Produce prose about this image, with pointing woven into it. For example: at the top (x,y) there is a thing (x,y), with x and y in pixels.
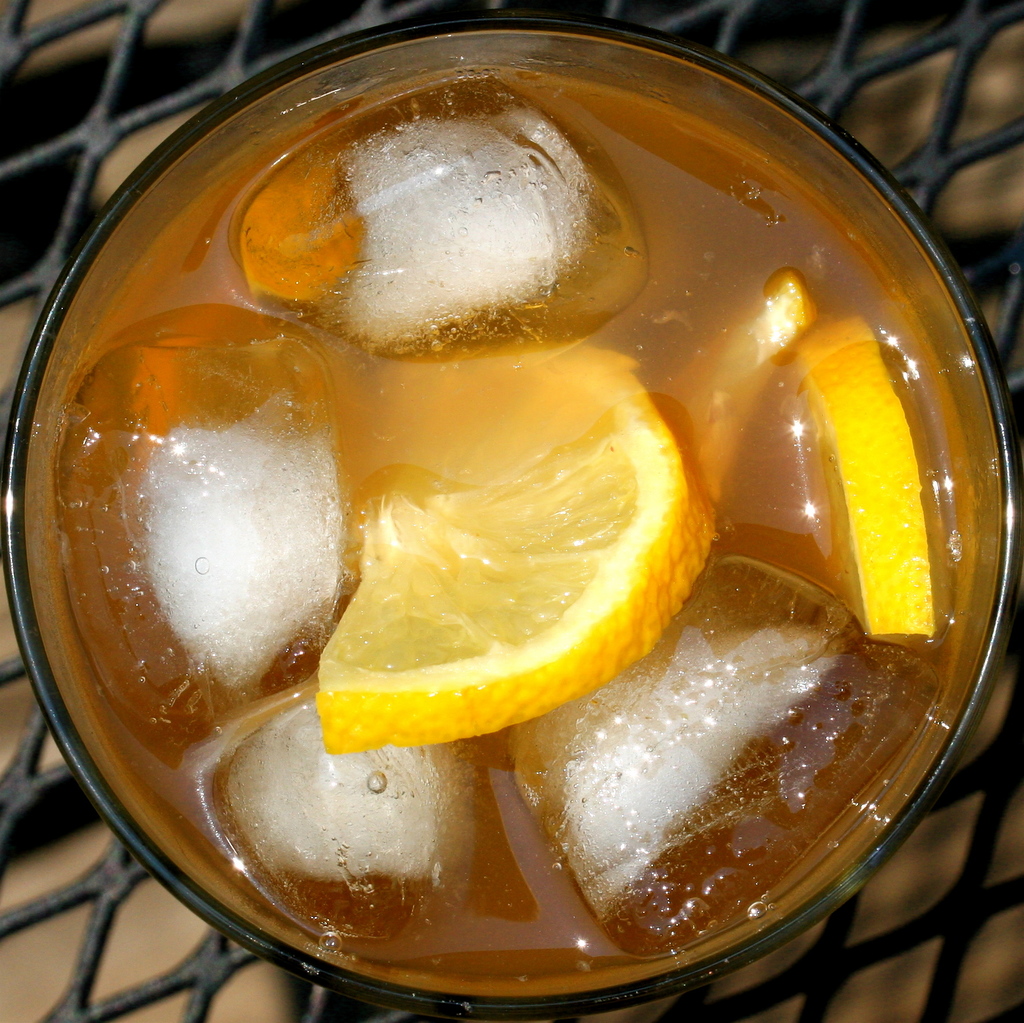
In the image there is a bowl (494,62) with ice cubes (748,828), lemon slices (546,483) in it on a metal table (202,974).
